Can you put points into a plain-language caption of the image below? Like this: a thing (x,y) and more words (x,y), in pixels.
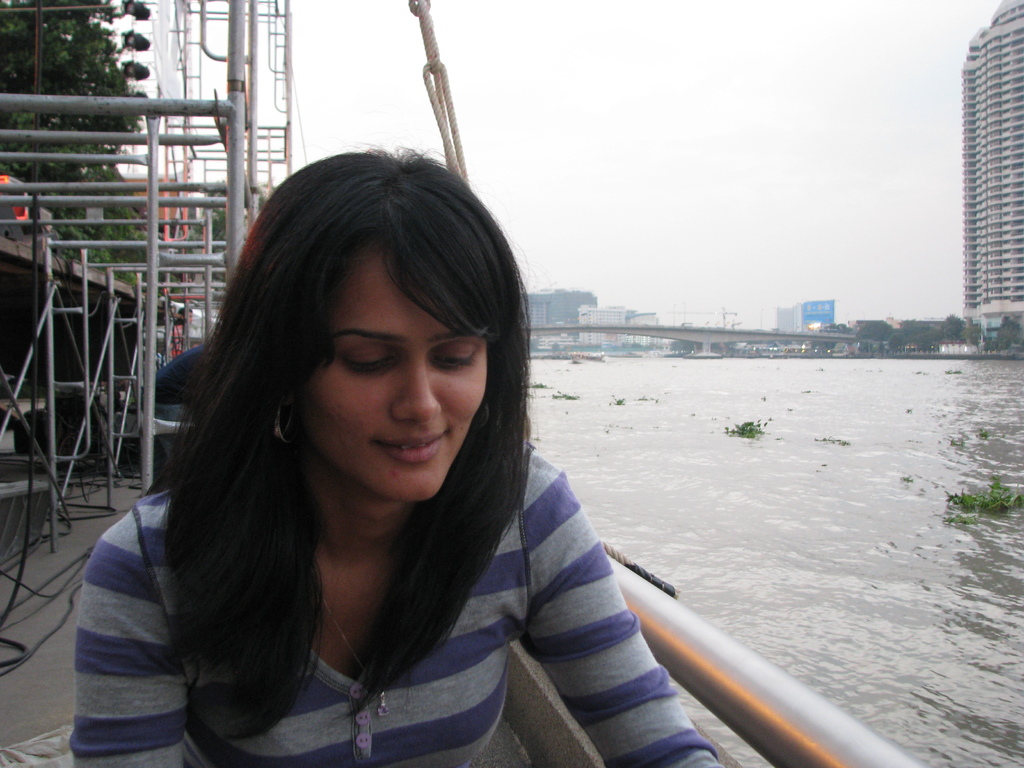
This is an outside view. Here I can see a woman (487,553) wearing a t-shirt (469,652), smiling and looking at the downwards. Beside her there is a metal rod (702,658). On the right side (847,497) there is a river (816,500). In the background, I can see many buildings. On the left side (71,340), I can see few metals stands (116,246) and some trees (79,70). At the top of the image (646,60) I can see the sky (658,112).
